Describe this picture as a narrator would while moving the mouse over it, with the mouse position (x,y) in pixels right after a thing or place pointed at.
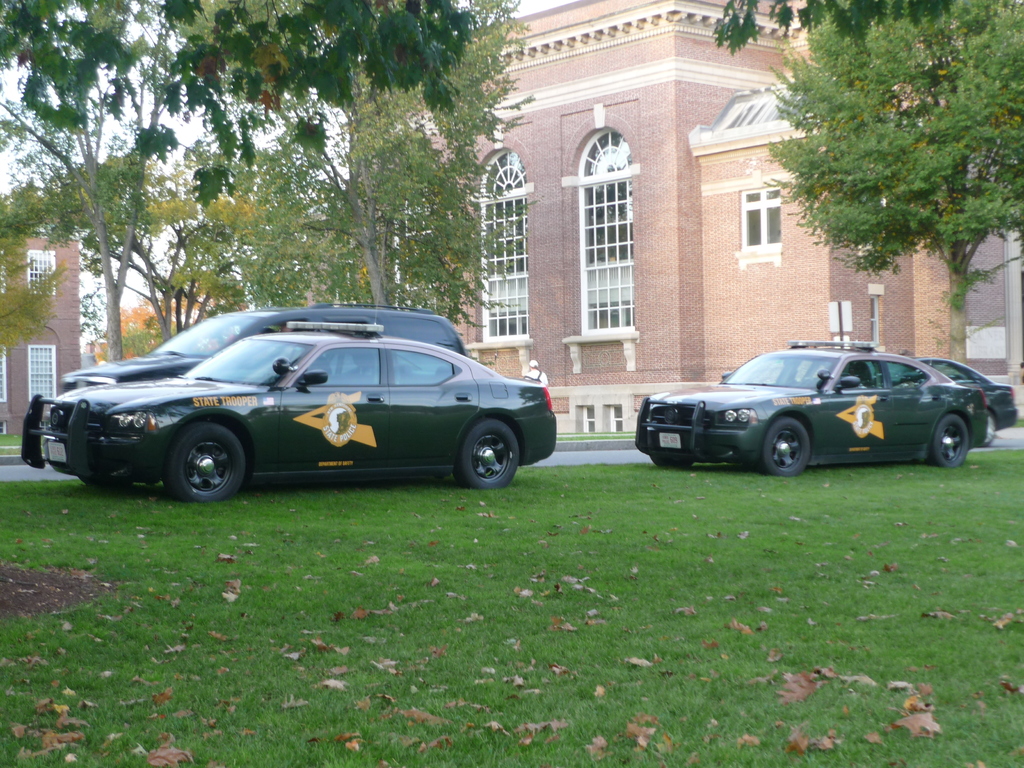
In the picture there are four different cars (501,380) parked in front of a building (627,288) and beside the cars (260,359) there are some trees (1014,204) and grass (369,625).
